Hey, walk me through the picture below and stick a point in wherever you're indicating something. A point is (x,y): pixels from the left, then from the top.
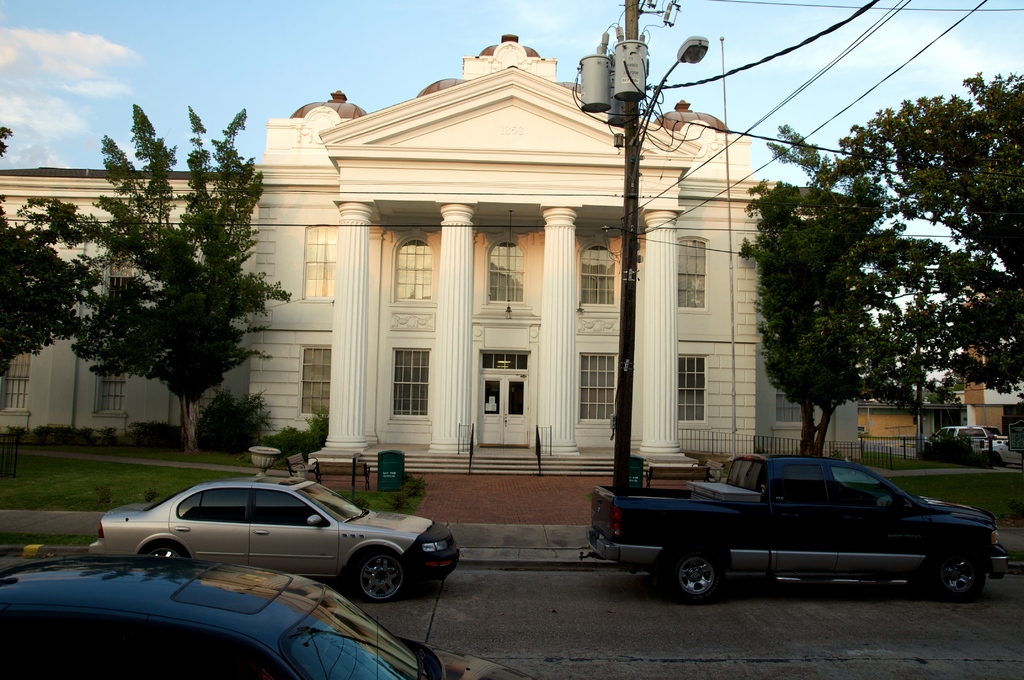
In the center of the image (432,400) we can see a building (678,452), pillars (670,243), windows (612,386), door (518,432), stairs (513,461), railing (549,429), pole (632,82), light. In the background of the image (950,480) we can see the trees (893,387), grass (143,472), fence (721,435), vehicles (966,426), building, boards (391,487), pot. At the bottom of the image (544,581) we can see the road (602,657). At the top of the image (972,63) we can see the wires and clouds (5,27) in the sky (470,40).
